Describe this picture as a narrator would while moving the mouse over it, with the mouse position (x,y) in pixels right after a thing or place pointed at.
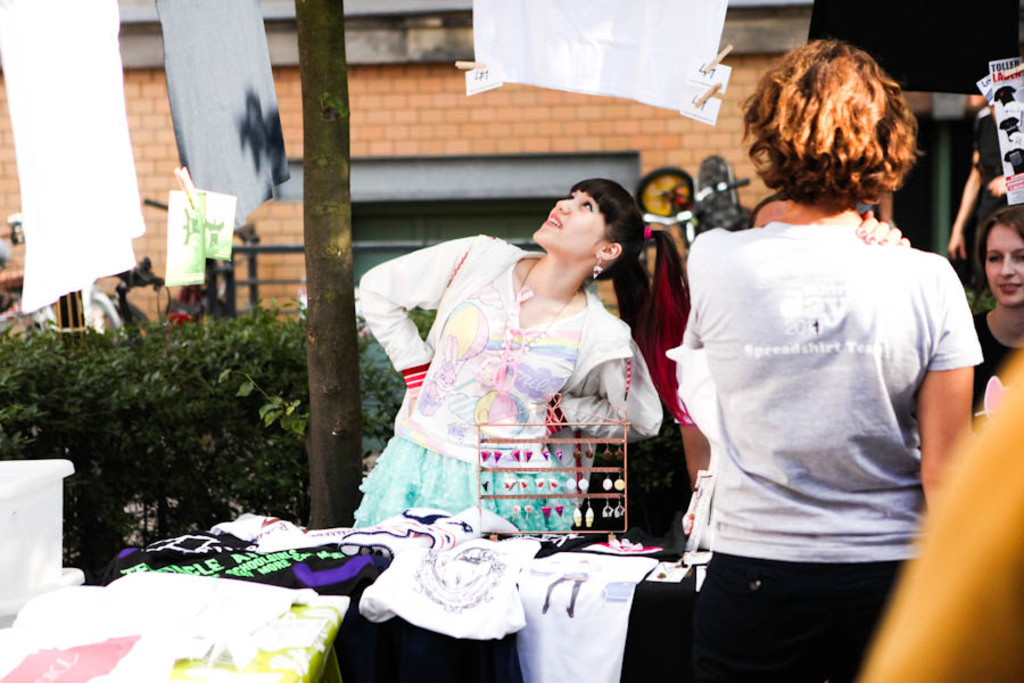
This image is taken outdoors. At the bottom of the image (279,609) there are two tables (378,613) with a few clothes (455,606) and a few earrings (519,482) on the stand (571,442). In the middle of the image (478,308) a woman (455,354) is standing on the ground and there are a few plants (261,437) and a pole (313,270). On the right side of the image (766,247) there are a few people (825,528). In the background (442,115) there is a building (270,203). A few bicycles (123,277) are parked on the ground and there are a few posters (184,204).
